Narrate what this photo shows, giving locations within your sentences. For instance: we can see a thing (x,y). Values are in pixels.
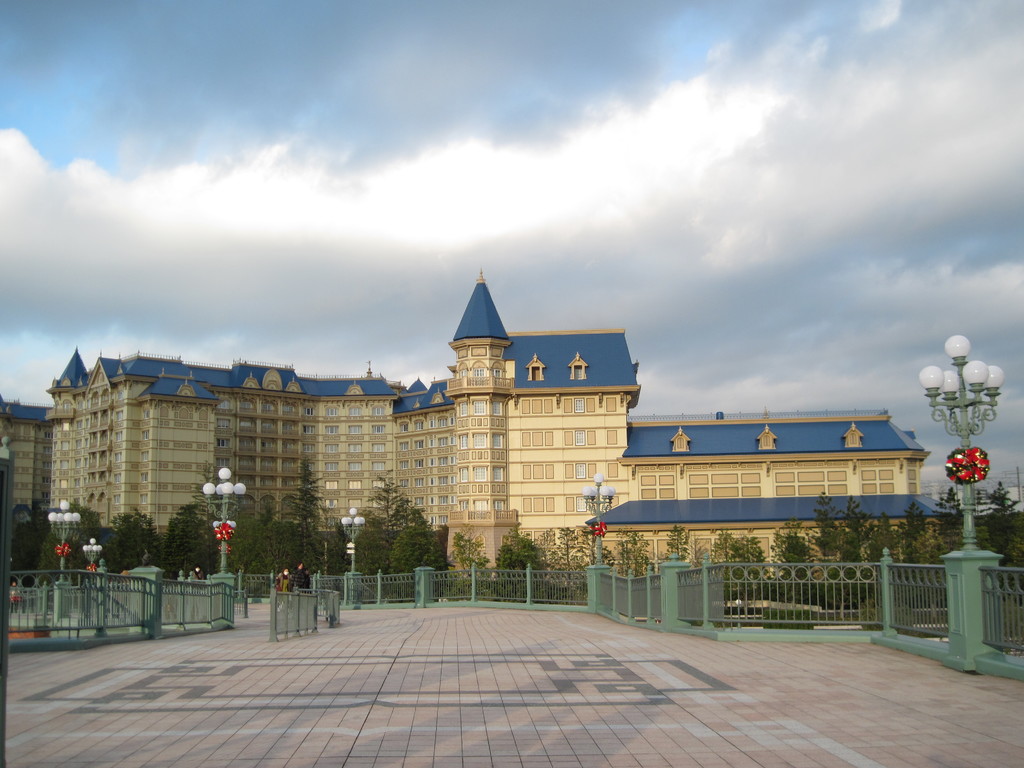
In this image I can see the railing (185,598). I can see the lights (979,391). In the background (267,557), I can see the trees (408,553), buildings (395,458) and clouds (543,187) in the sky (484,132).
